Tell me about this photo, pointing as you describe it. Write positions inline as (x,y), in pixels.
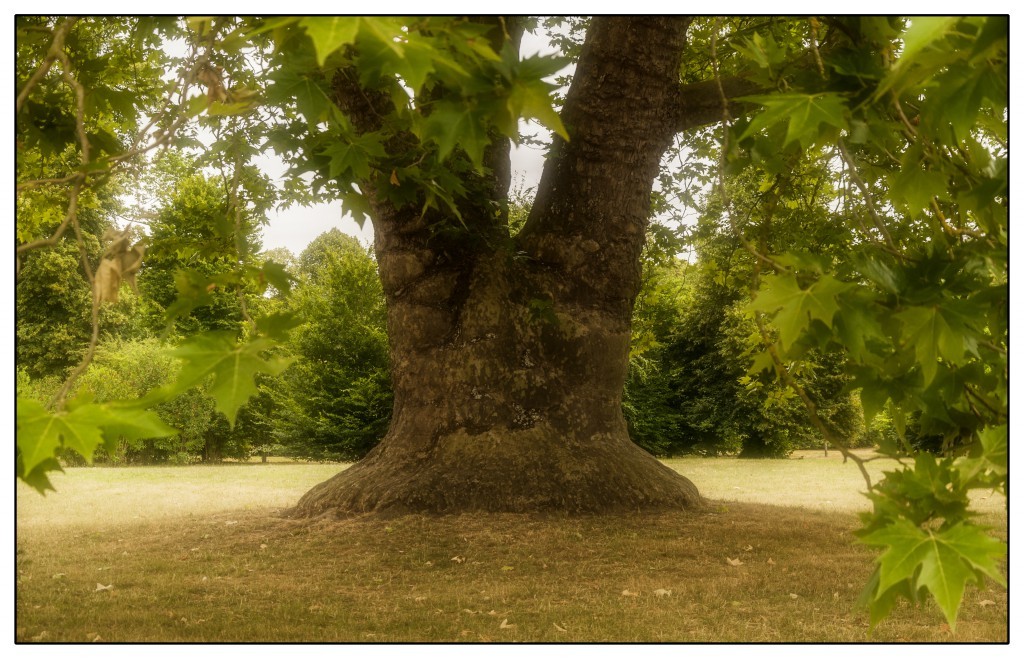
In the picture I can see the tree (540,306) in the center of the image (477,427) and we can see a few more trees (19,335) and the sky (581,45) in the background (309,313).
